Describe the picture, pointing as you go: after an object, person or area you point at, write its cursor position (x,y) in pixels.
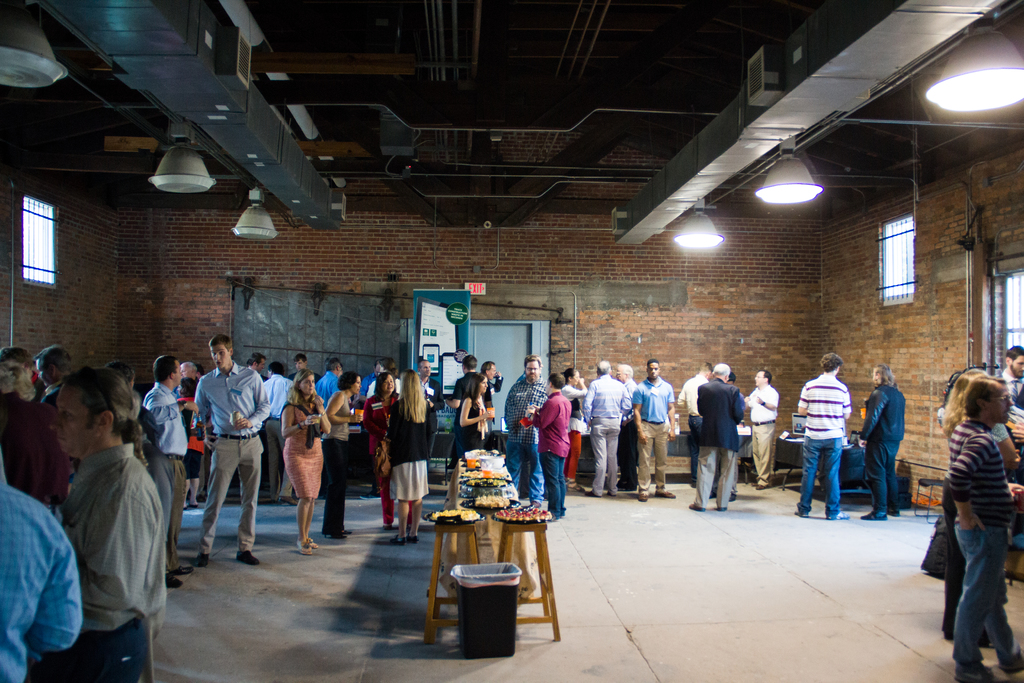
In the center of the image (480,453) there is a table (454,597) on which there are food items (480,493). In the background of the image (221,498) there are people (713,418) standing. There is a wall (410,295). There is a door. At the top of the image (35,108) there is a ceiling (472,26) with lights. To the right side of the image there are windows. At the bottom of the image (562,658) there is floor (433,670).
